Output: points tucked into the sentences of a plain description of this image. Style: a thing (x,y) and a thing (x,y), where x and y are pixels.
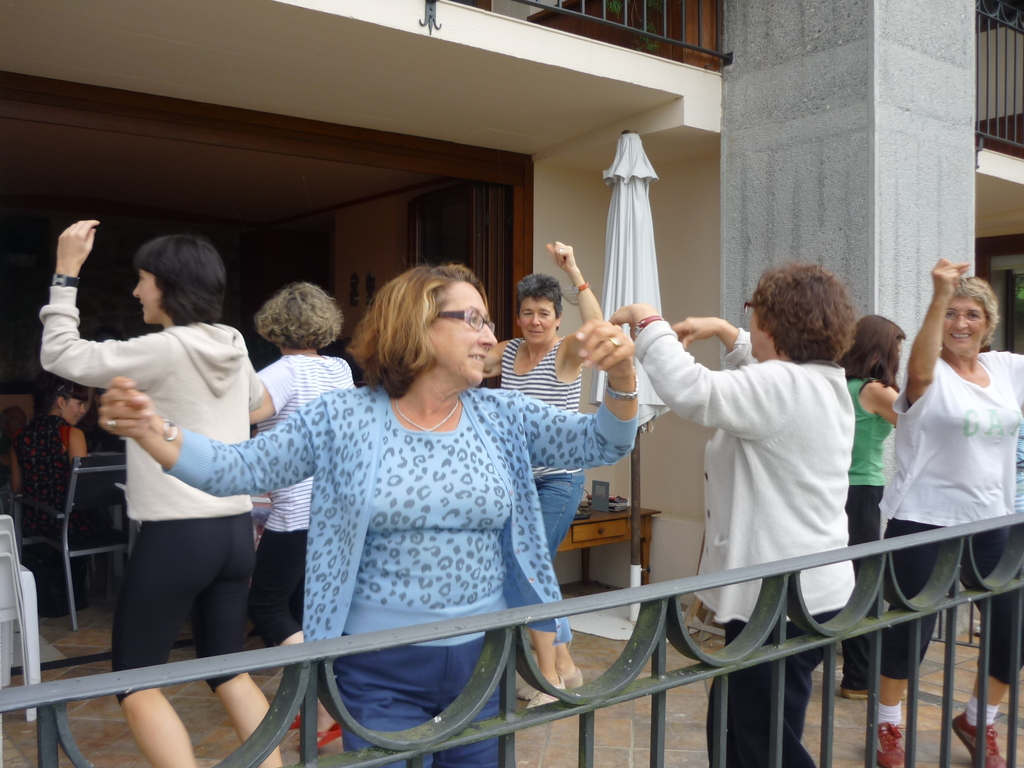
In the picture we can see some woman (764,681) are dancing on the floor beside them, we can see a railing (872,696) and behind them, we can see inside the restaurant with some person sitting on the chair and outside the restaurant (691,228) we can see an umbrella (645,244) to the pole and on the top of it we can see another floor (572,33) with a railing (650,36) to it and beside it we can see a pillar (857,212).
